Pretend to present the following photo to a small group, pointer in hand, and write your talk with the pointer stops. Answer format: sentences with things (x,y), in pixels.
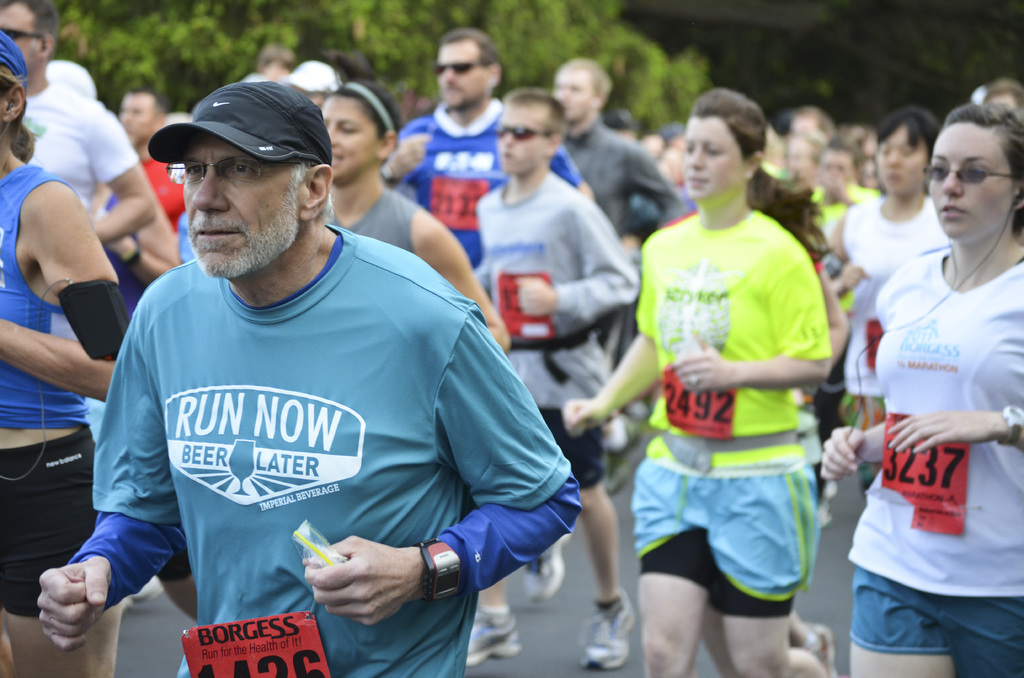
Here men (89,152) and woman (688,247) are running on the road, there is a tree (626,99), a man (319,424) is holding an object (307,531).
